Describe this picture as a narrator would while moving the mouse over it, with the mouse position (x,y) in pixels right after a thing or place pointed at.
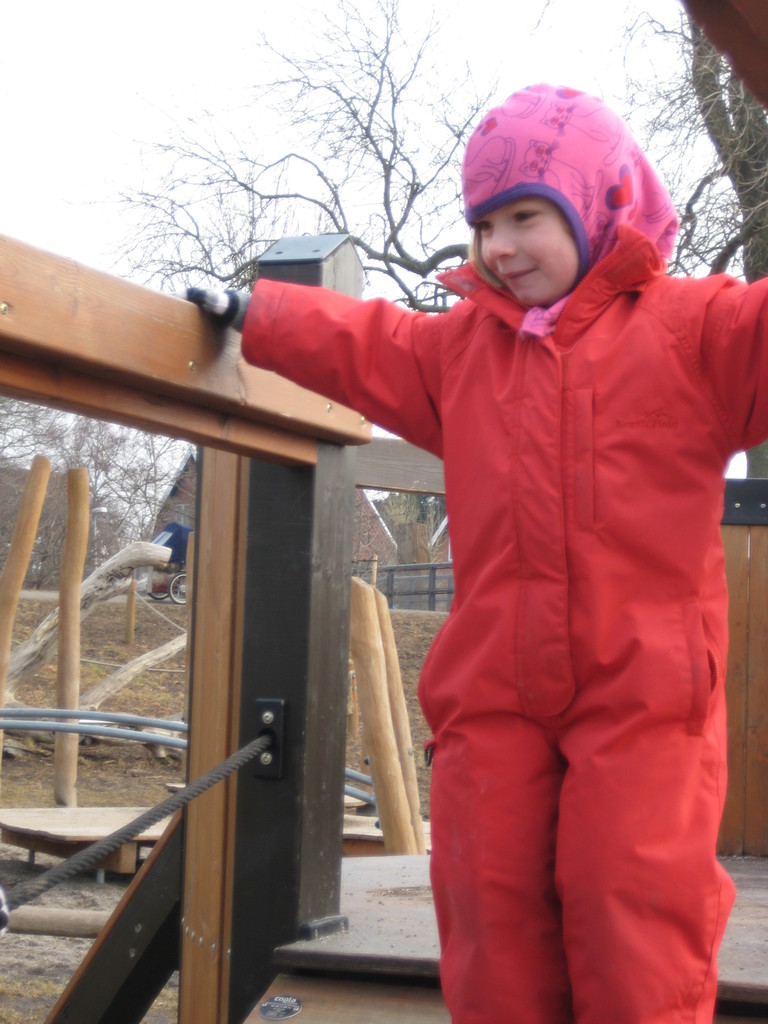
In this image there is a person (551,589) standing, there is the sky (308,74), there are trees (342,98), there are tree (713,178) truncated towards the right of the image (686,125), there is tree (27,408) truncated towards the left of the image (15,413), there is an object (173,365) truncated towards the left of the image (13,261), there are objects (109,912) on the ground (111,754).
